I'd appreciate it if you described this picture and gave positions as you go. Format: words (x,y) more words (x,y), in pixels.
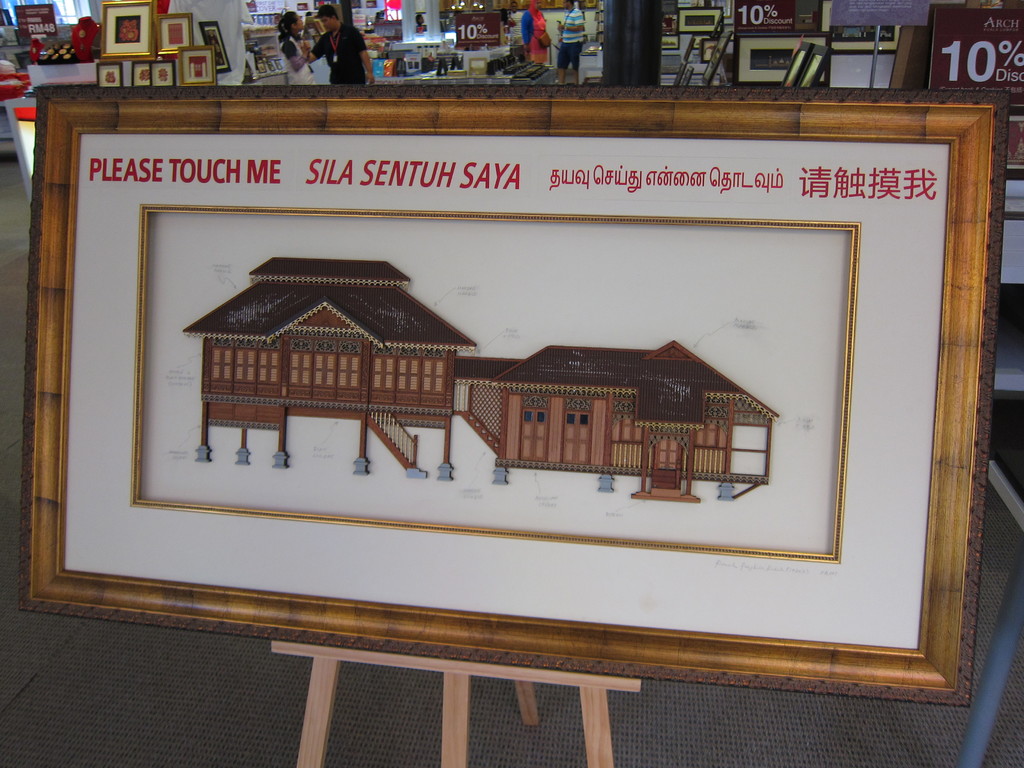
In the center of the picture (584,449) there is a frame (51,171) on the stand (482,670). In the frame (500,342) there is a building (683,363) and there is text (345,167). In the background (462,45) there are people (527,32), frames (220,61), stands (404,43) and other objects (89,31).
